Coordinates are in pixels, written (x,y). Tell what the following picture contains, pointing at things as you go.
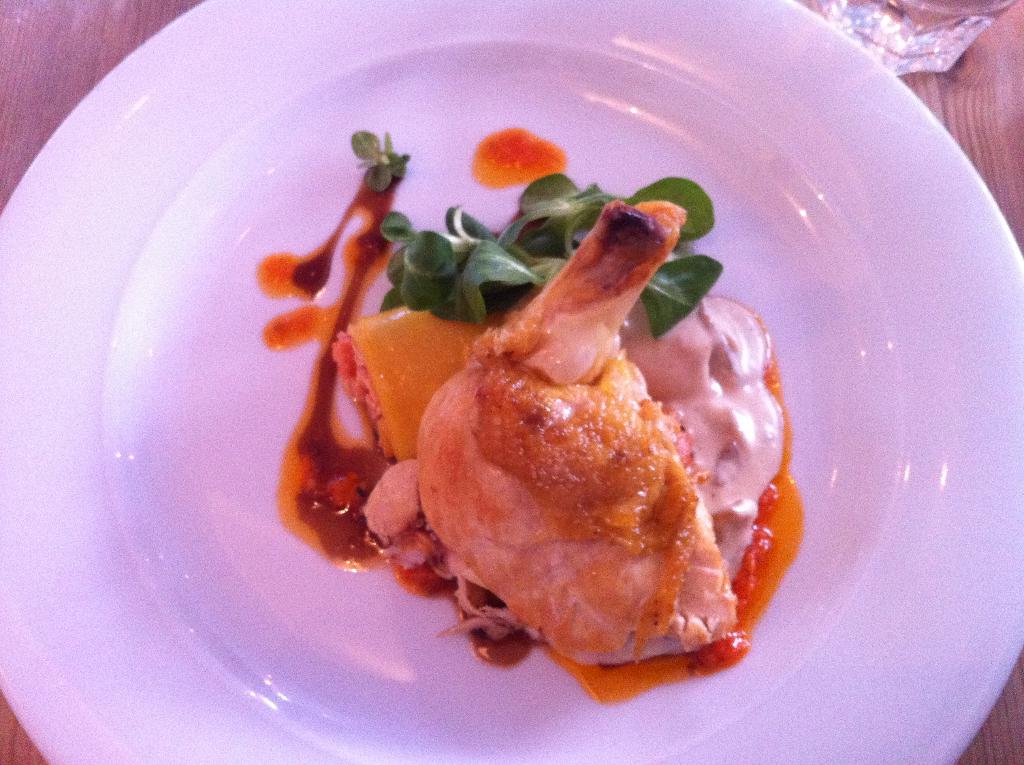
There is a plate (154,99) on a wooden surface (991,137). On the plate (891,127) there is a food item (593,372) with leaves (524,269) and some other things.
